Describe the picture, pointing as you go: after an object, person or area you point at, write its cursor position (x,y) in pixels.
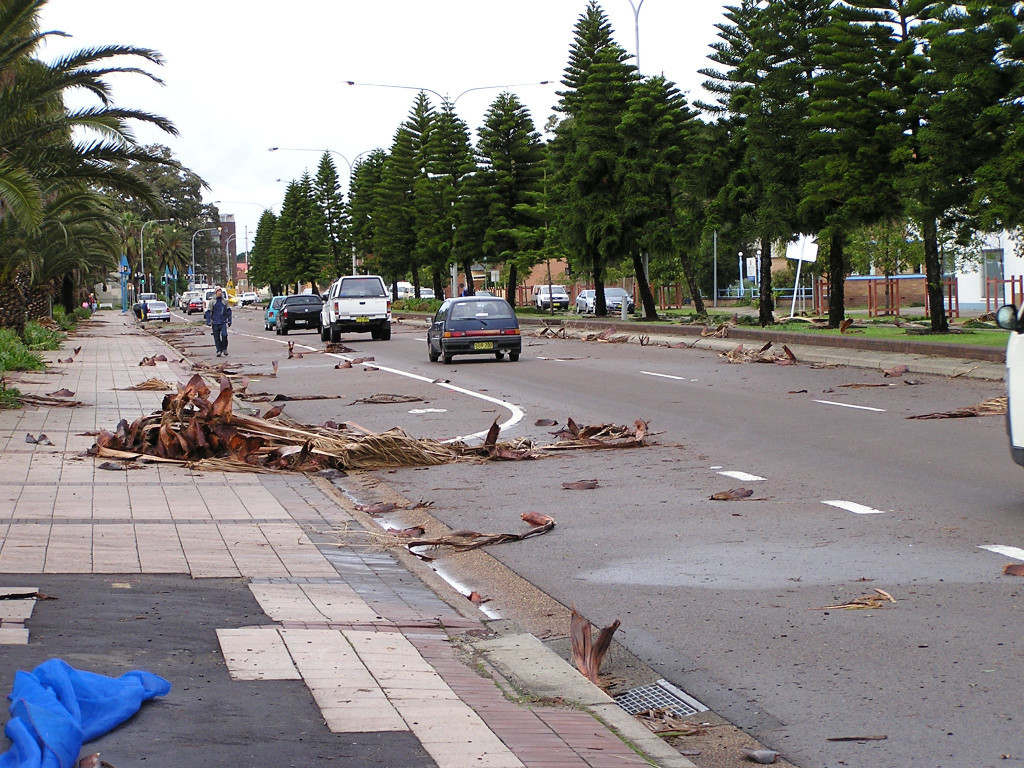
In this image, we can see a road (764,537) in between trees (469,226) and street poles (247,251). There are vehicles (202,303) in the middle of the image (365,325). There is a sky (390,40) at the top of the image (355,45). There is a person (221,312) on the left side of the image (225,325) walking on the road (190,320). There is a cloth (106,701) in the bottom left of the image (72,691).
